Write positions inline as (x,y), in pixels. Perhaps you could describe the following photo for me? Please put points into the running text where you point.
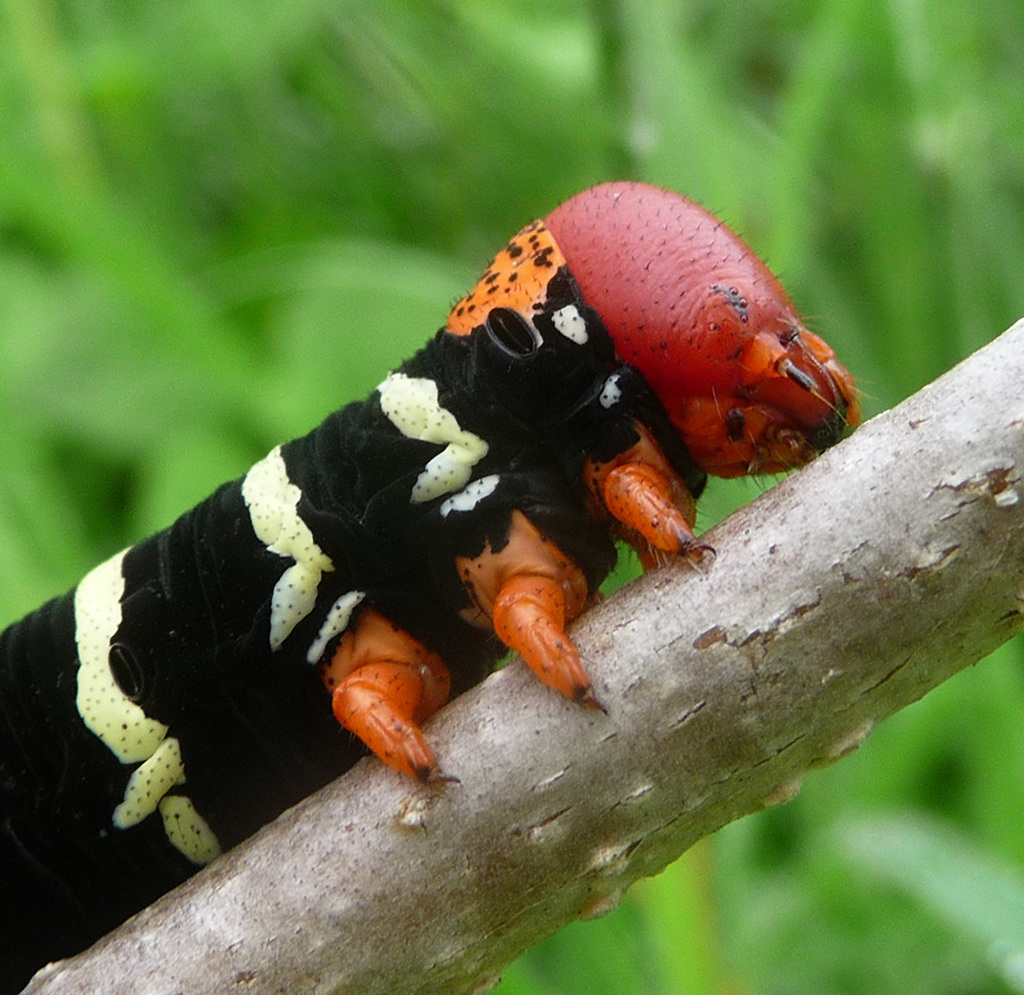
In this image in the center (509,445) there is one worm (408,573) on the tree (298,935), in the background (79,200) there are some plants (853,771).
